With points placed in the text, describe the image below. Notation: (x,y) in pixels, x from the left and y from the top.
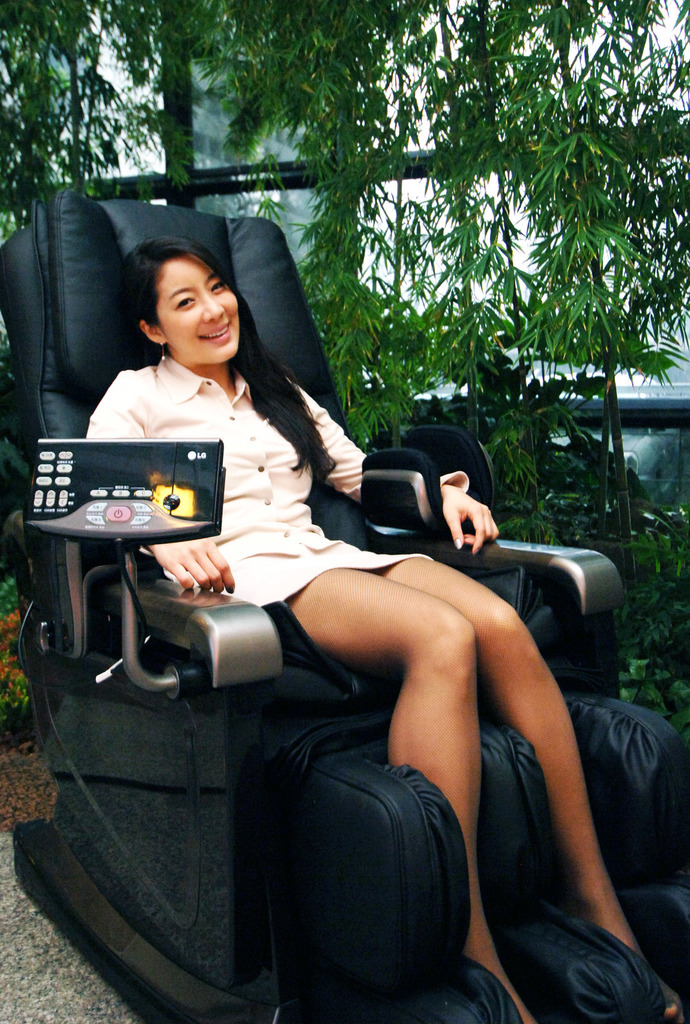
In this image I see a woman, who is sitting on the chair (70,318) and she is smiling. In the background (150,137) I see plants (551,473).
